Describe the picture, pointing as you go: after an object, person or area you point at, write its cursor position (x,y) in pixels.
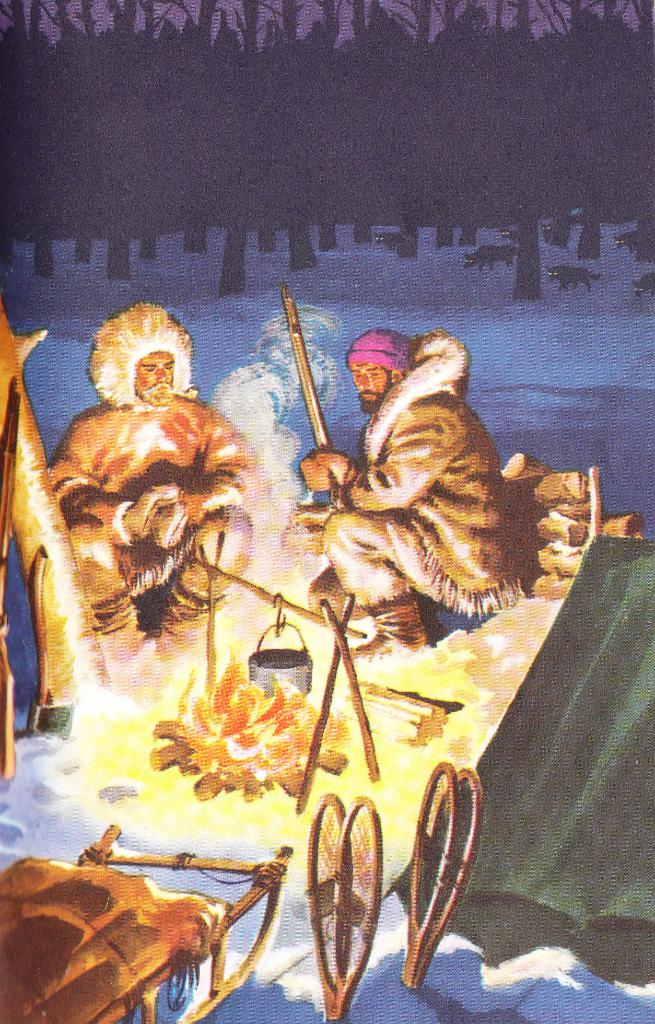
In this picture we can observe a painting (277,652). There are two men (198,502) sitting in front of fire (281,738). There is a sledge (95,884) on the left side (143,932) and a tent (595,733) on the right side (547,771). In the background (223,194) there are trees (304,220) and snow (350,238). We can observe some animals (488,253) here.
